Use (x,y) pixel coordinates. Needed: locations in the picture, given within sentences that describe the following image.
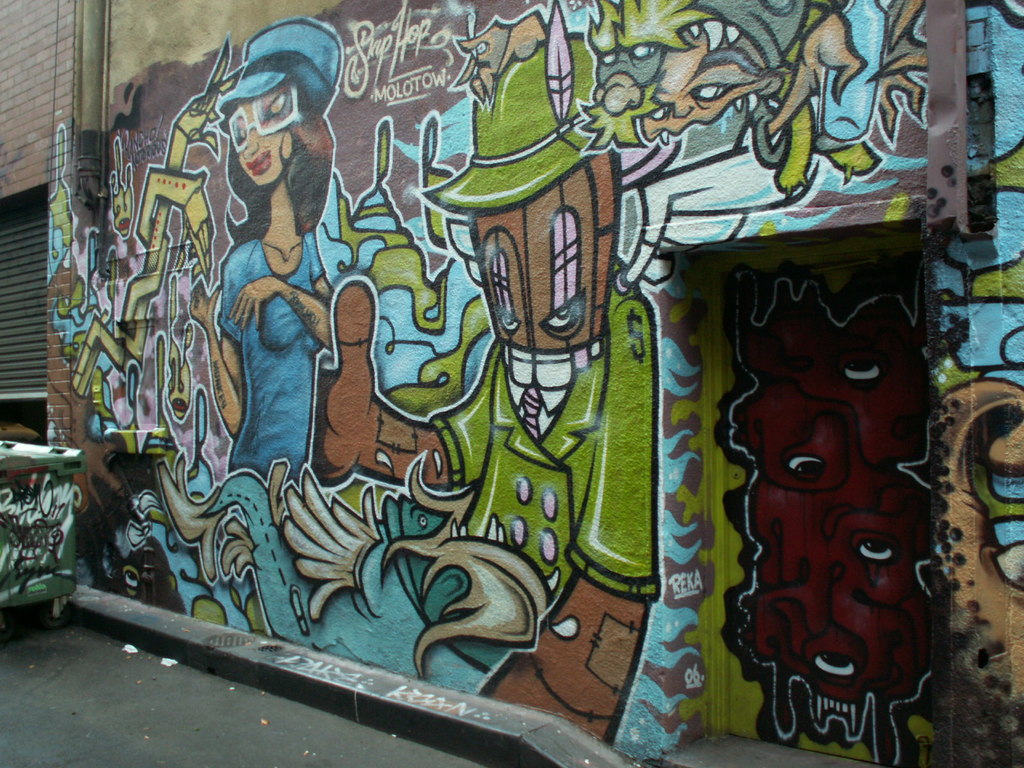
This image consists of a wall (651,388) on which we can see the graffiti (473,371). On the left (37,523), there is a box (62,537). It looks like a dustbin (67,545). At the bottom (118,708), there is a road (119,721).
